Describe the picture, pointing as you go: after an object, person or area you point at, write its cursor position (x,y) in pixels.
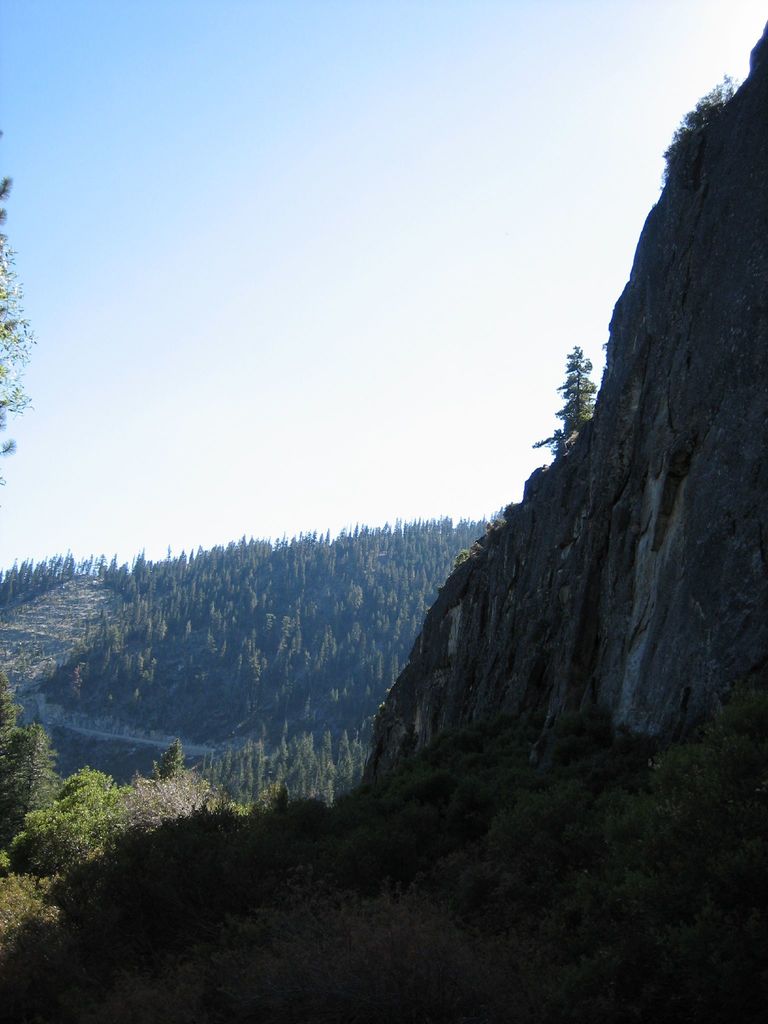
This picture is clicked in the outskirts (242,632). In this picture, we see many trees (274,677) and hills (527,480). At the top of the picture (258,147), we see the sky (328,302).
